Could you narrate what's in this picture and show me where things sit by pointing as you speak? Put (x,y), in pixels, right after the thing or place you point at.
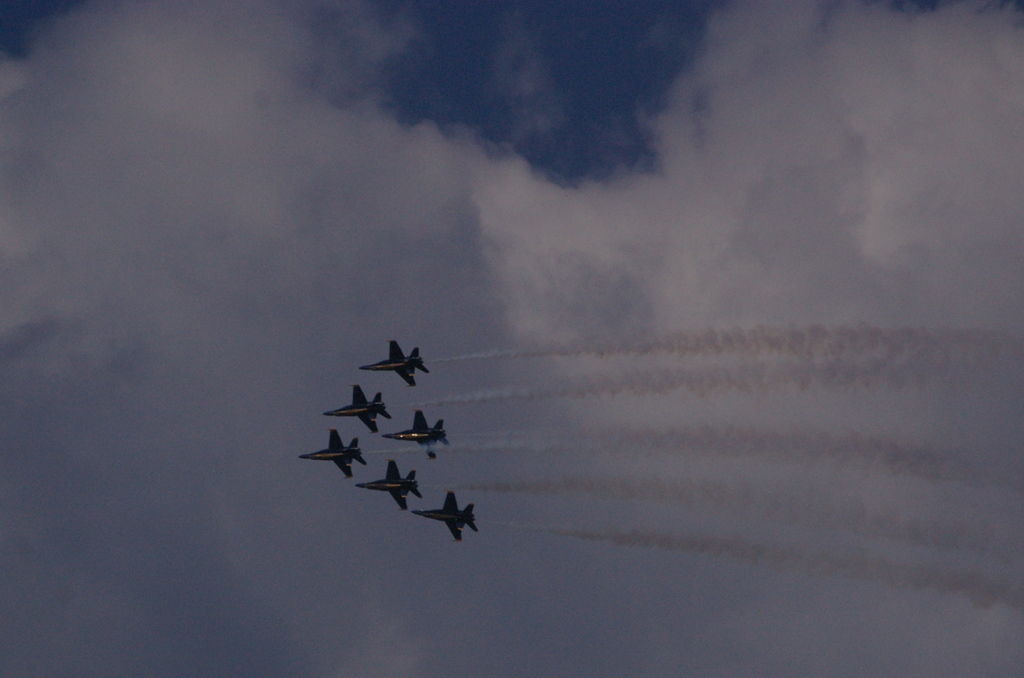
In this picture we can observe six planes (402,439) flying in the air (377,471). We can observe smoke (382,454) releasing from these planes (397,487). In the background (428,405) there is a sky (345,247) with clouds (390,176).
